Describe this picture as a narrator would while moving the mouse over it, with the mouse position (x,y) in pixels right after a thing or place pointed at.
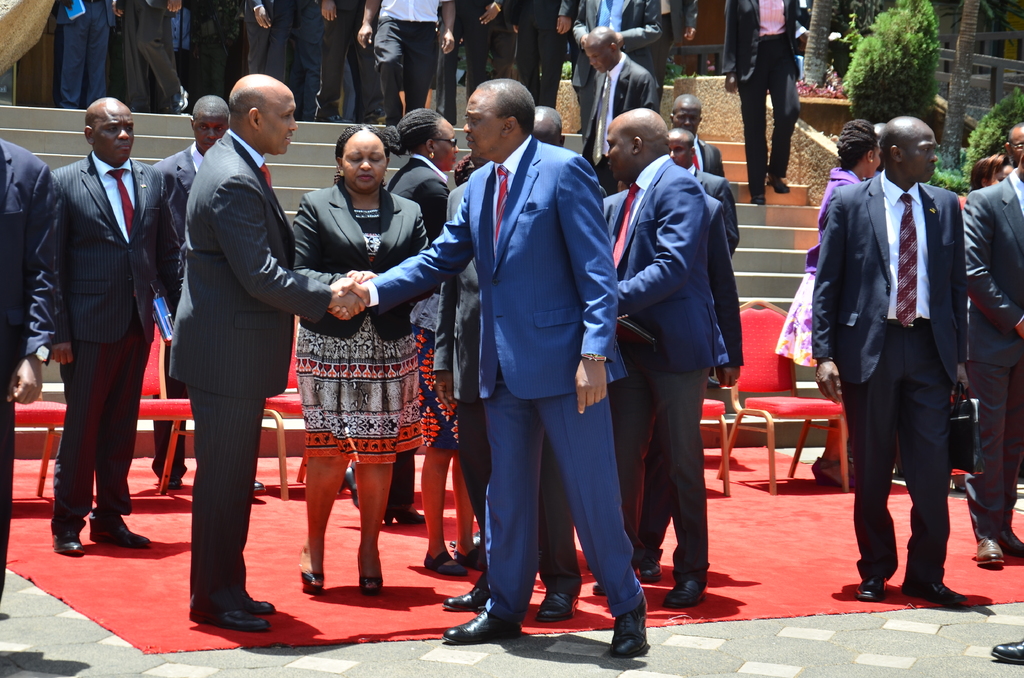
In this image we can see a group of people (884,457). Here we can see two men (221,254) shaking their hands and they are having the conversation. Here we can see a few people (186,223) wearing a suit (218,386) and a tie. Here we can see the wooden chairs (798,411) on the red carpet (777,526). Here we can see a few people (559,10) walking on the staircase (745,192). Here we can see the plants (1002,109) on the right side (893,21).
